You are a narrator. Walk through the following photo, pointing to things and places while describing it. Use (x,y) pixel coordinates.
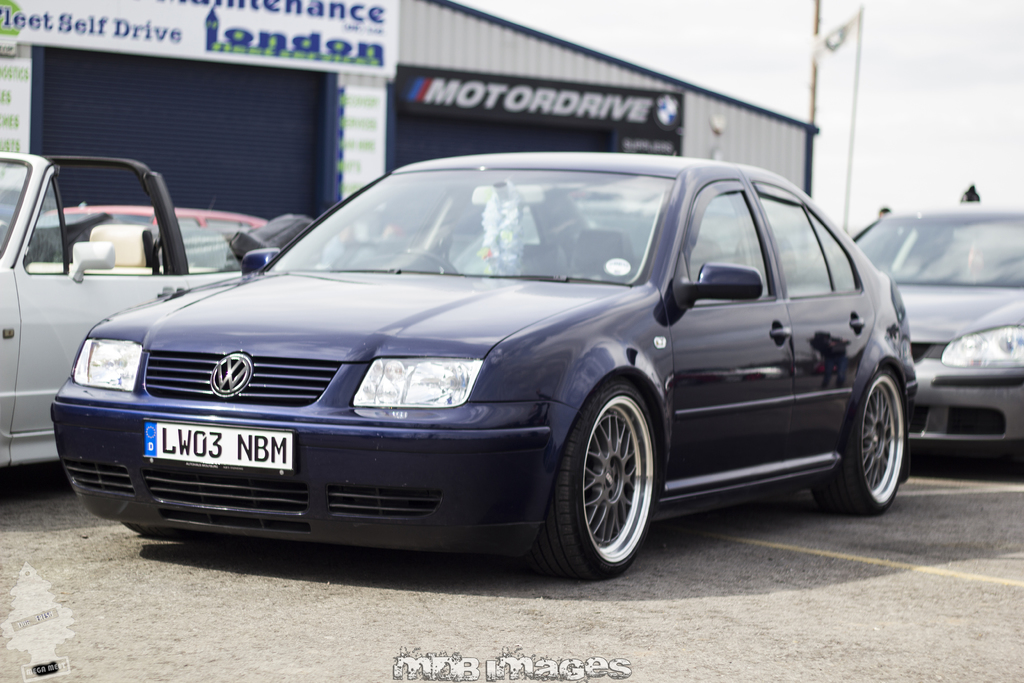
In this image I can see few vehicles (576,365). In front (523,396) the vehicle (683,300) is in blue color, background (565,82) I can see few sheds (176,180) and I can also see few boards (593,94) attached to the wall (468,72) and the sky (663,51) is in white color.
